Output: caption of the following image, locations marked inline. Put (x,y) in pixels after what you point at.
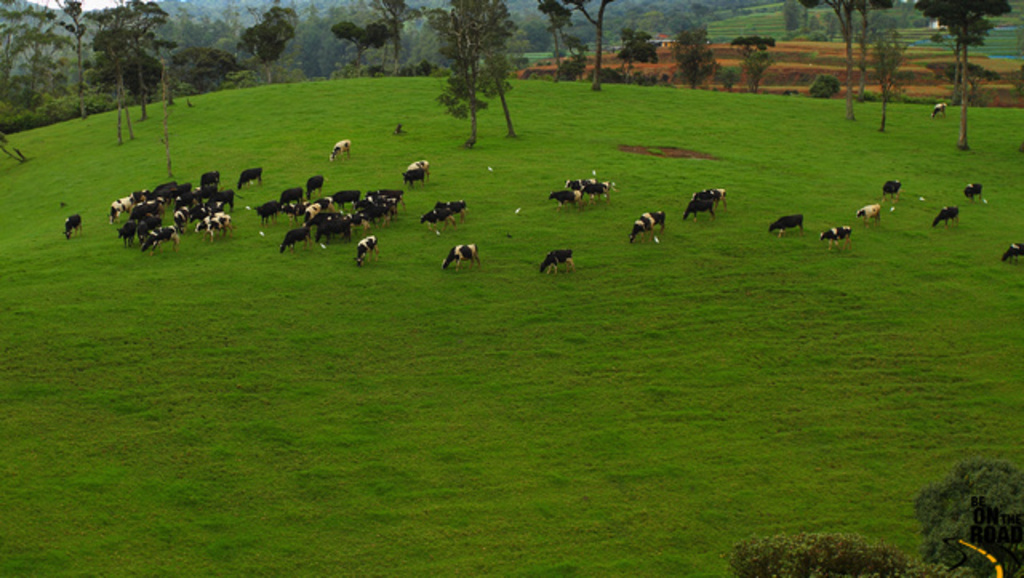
In the picture I can see animals (553,267) are standing on the ground (436,252). In the background (293,132) I can see trees (123,28), plants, the grass (382,172) and some other objects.
